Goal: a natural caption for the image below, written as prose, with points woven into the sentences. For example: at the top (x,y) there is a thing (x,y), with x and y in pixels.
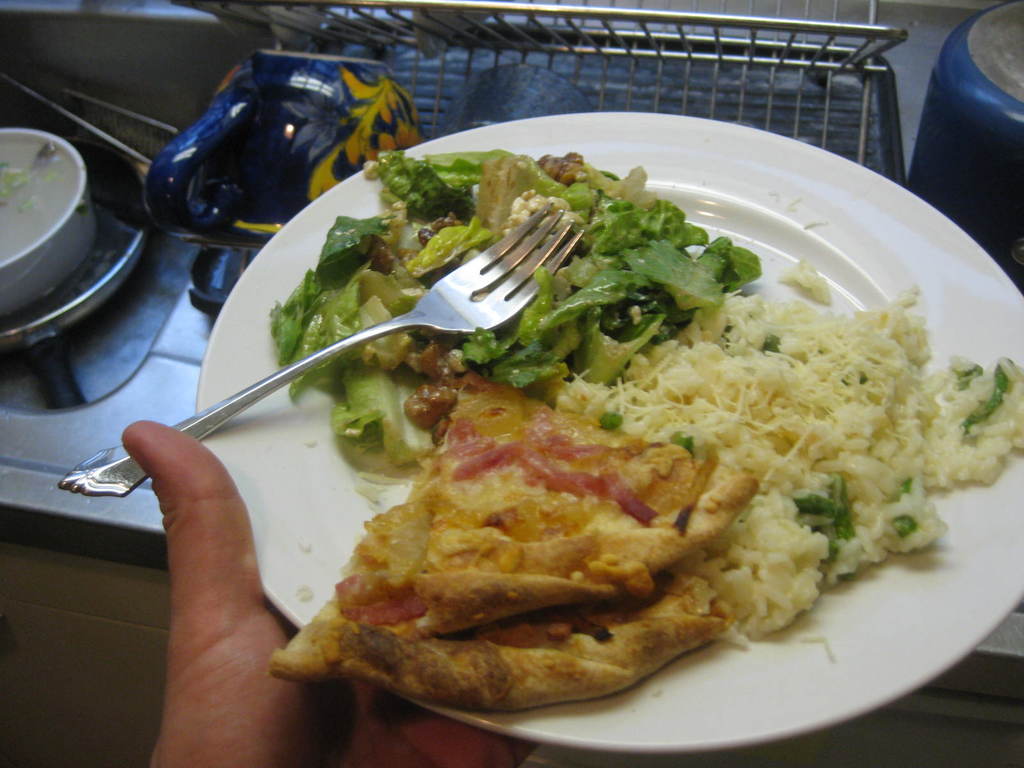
In this image I can see few food items (450,593) in the plate (305,479) and the food items (618,610) are in brown, green, red and cream color and I can also see the person (250,736) holding the plate (228,711). Background (57,217) I can see few bowls (66,204) in the sink (121,387).
